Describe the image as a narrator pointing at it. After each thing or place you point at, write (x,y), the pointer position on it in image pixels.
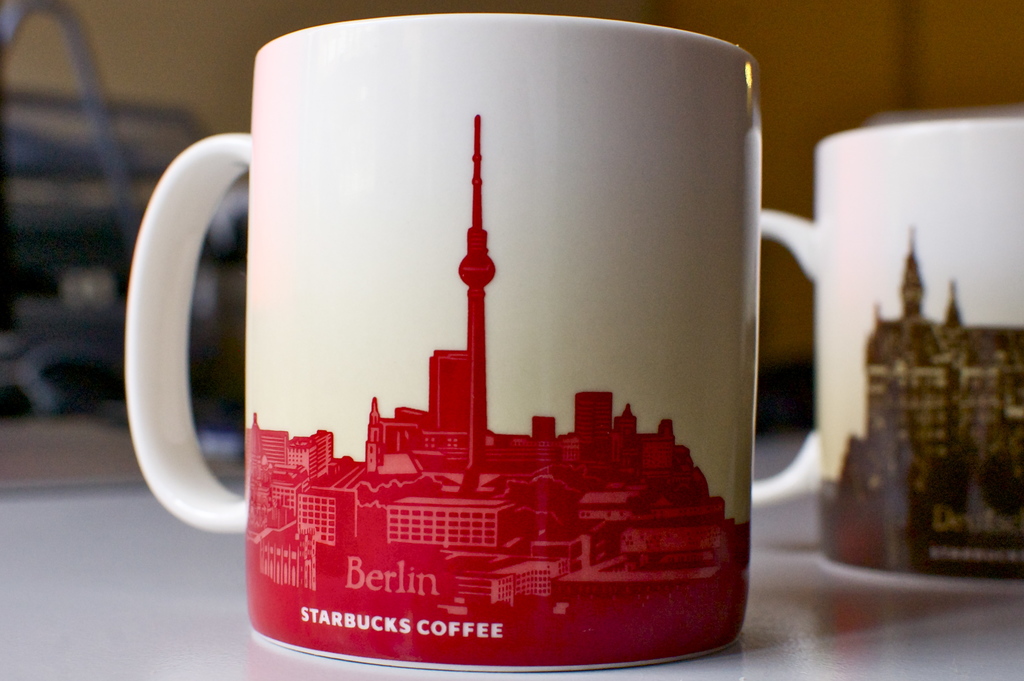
The picture consists of a table (753,579), on the table (885,632) there are two coffee cups (601,320). On the cups (401,377) there are paintings (350,482) of buildings (427,528) and there is text (411,563). The background (823,44) is blurred.
